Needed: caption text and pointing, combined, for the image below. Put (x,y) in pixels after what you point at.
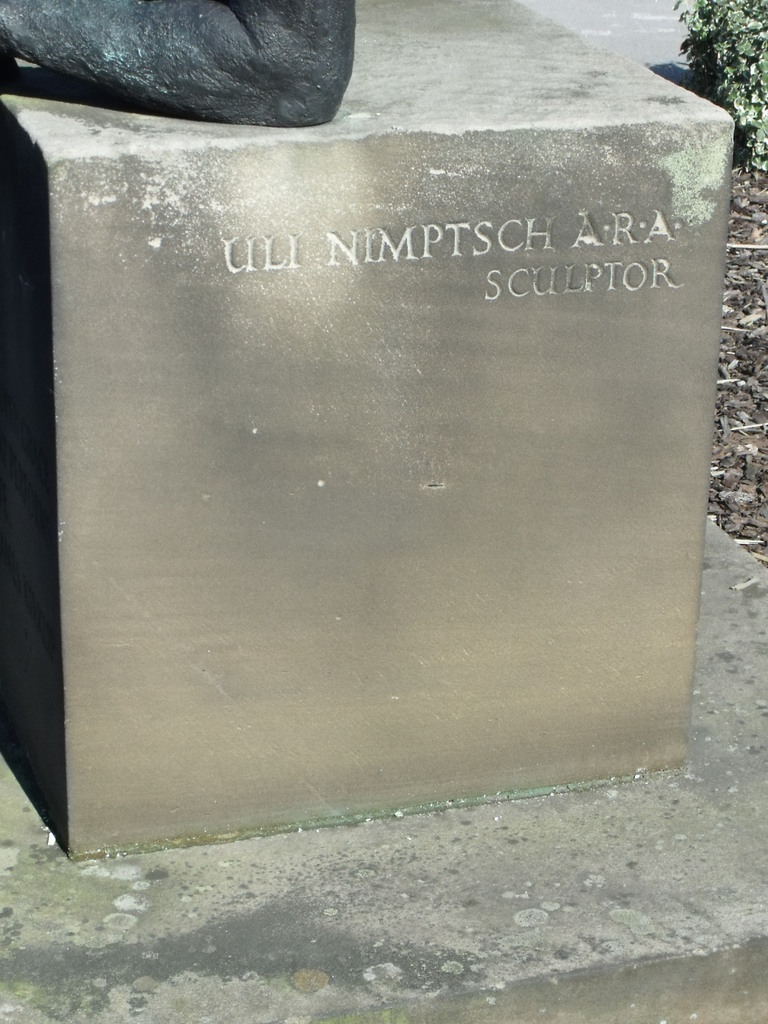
In foreground of the picture (163,155) there is a stone (551,233), on the stone (372,243) there is text (458,243). At the top (179,71) it might be a statue (257,90). On the right (728,36) there are dried twigs (746,391), soil (753,241) and plant (759,23). In the center of the background (585,17) it is road (559,10).
